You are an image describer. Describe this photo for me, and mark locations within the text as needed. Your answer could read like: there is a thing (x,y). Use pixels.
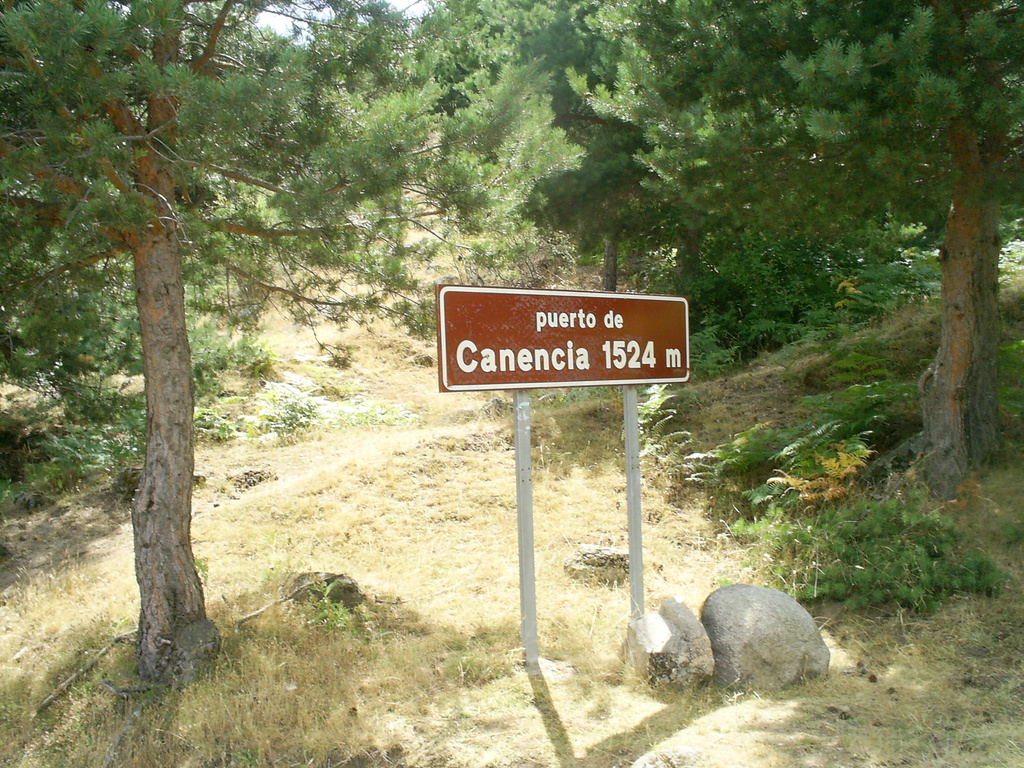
In this image, we can see a name board (575,361) with poles (533,661). Here we can see few stones (718,637), grass (269,677), plants (943,579) and trees (1019,141).
